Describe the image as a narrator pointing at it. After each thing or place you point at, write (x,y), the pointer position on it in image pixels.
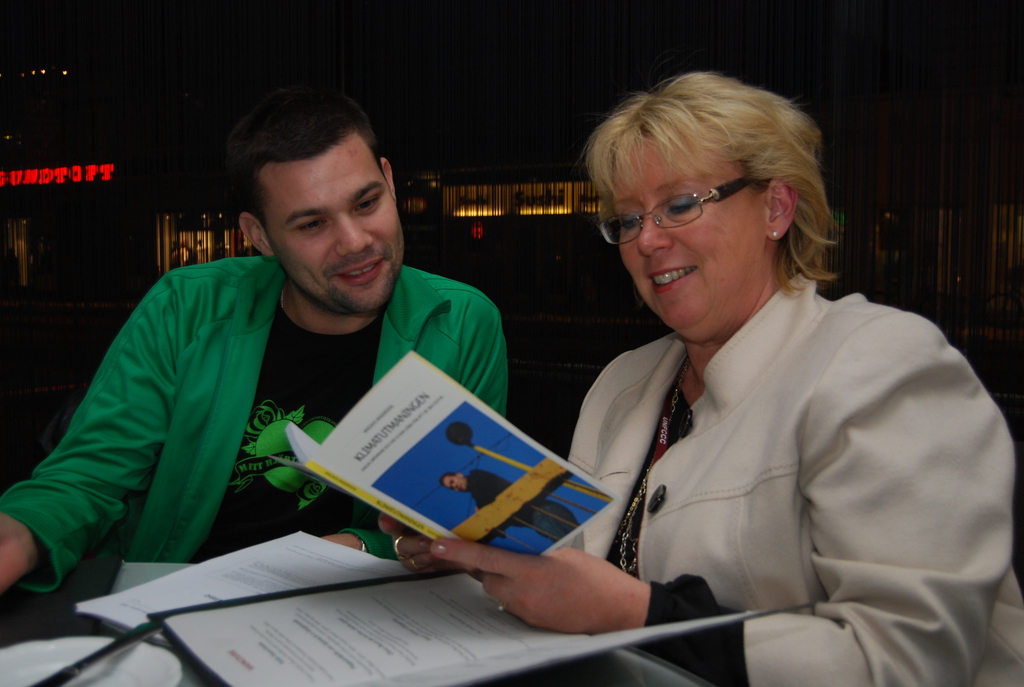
In this image we can see two people (210,275) sitting, among them one person (643,258) is holding a book (462,471), in front of them, we can see a table (199,677) with some books (176,637) on it, in the background (198,261) it looks like a building (454,165), on the building (67,151) we can see some text (105,171).
